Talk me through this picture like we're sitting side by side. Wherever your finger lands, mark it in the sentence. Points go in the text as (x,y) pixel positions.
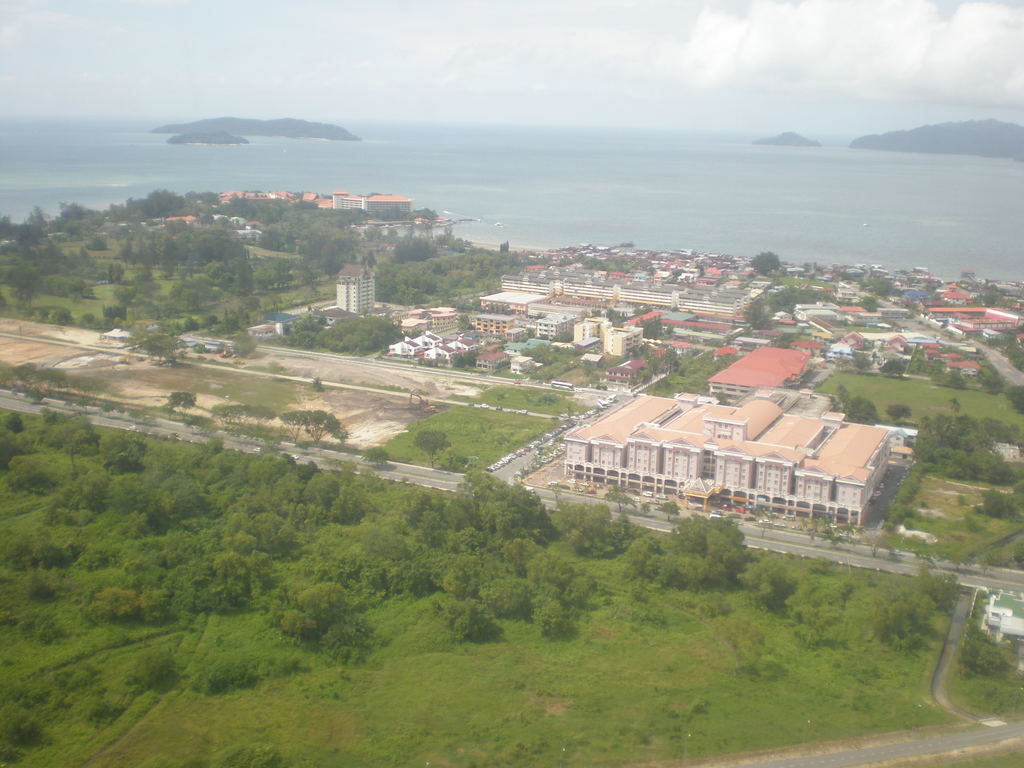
This is an Aerial view image of a place which consists of building (723,472), houses (652,278), trees (179,454), roads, sea (987,236), and mountains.
